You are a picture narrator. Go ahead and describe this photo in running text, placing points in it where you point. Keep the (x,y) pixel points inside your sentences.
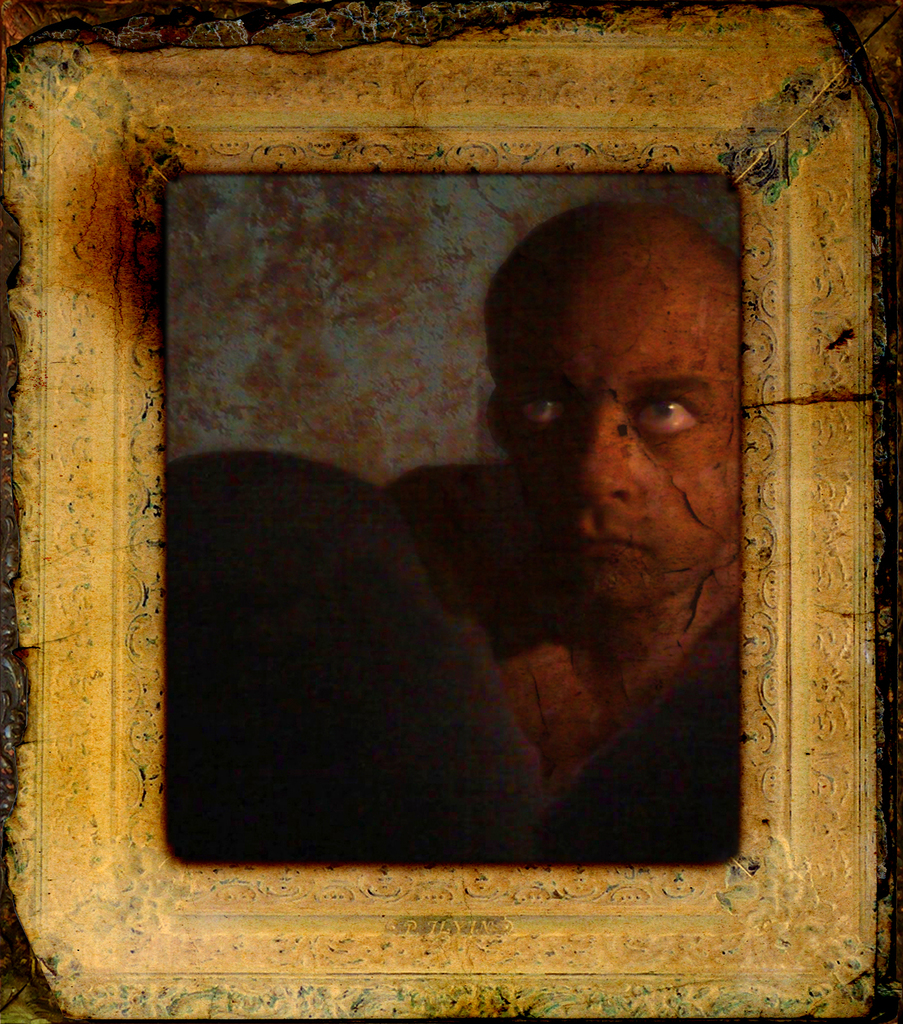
In this picture I can see the photo frame (422,402).
